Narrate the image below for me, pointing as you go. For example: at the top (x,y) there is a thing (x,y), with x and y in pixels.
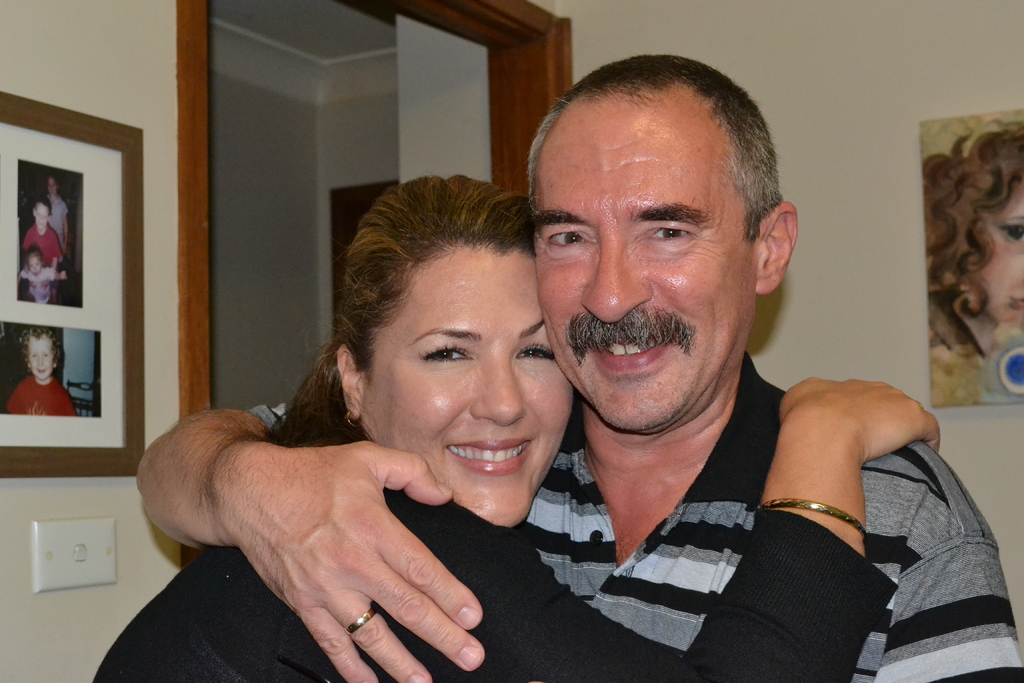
In this picture there is a man (574,564) and a woman (519,310) in the center of the image (600,417) and there are portraits (978,206) on the wall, it seems to be there is a door (412,111) in the background area of the image (438,89).
